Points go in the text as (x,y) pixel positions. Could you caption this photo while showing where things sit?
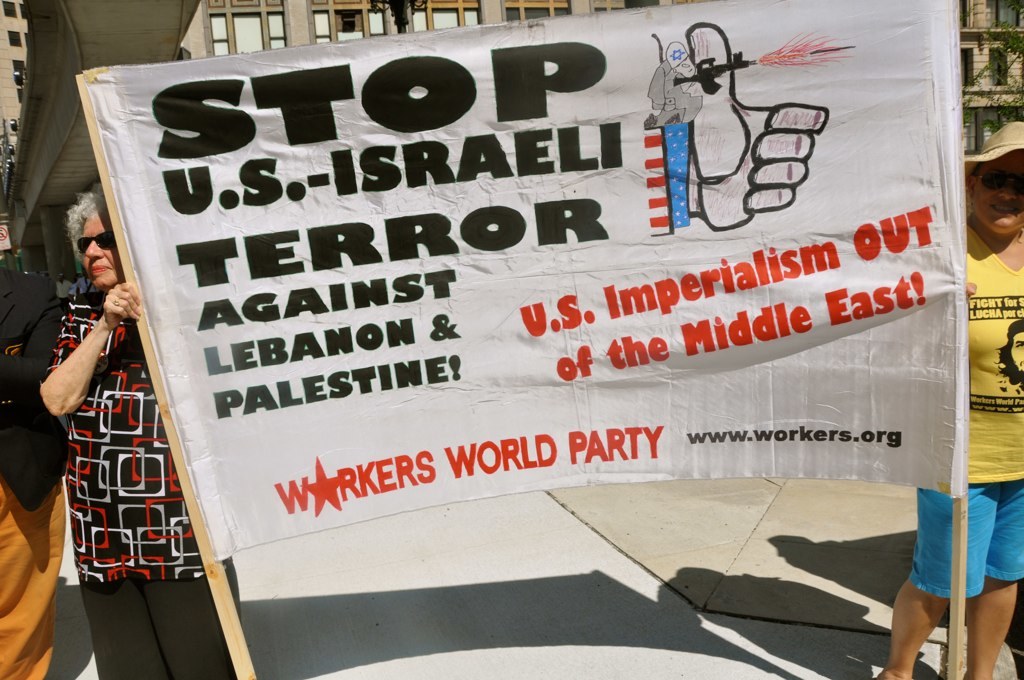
In this image I can see two persons (121,330) are holding a banner (351,435) in the hands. On the banner (391,185), I can see some text (213,315). On the left side (21,362) there is another person (20,509) standing. In the background (212,51) there is a building (289,42).
